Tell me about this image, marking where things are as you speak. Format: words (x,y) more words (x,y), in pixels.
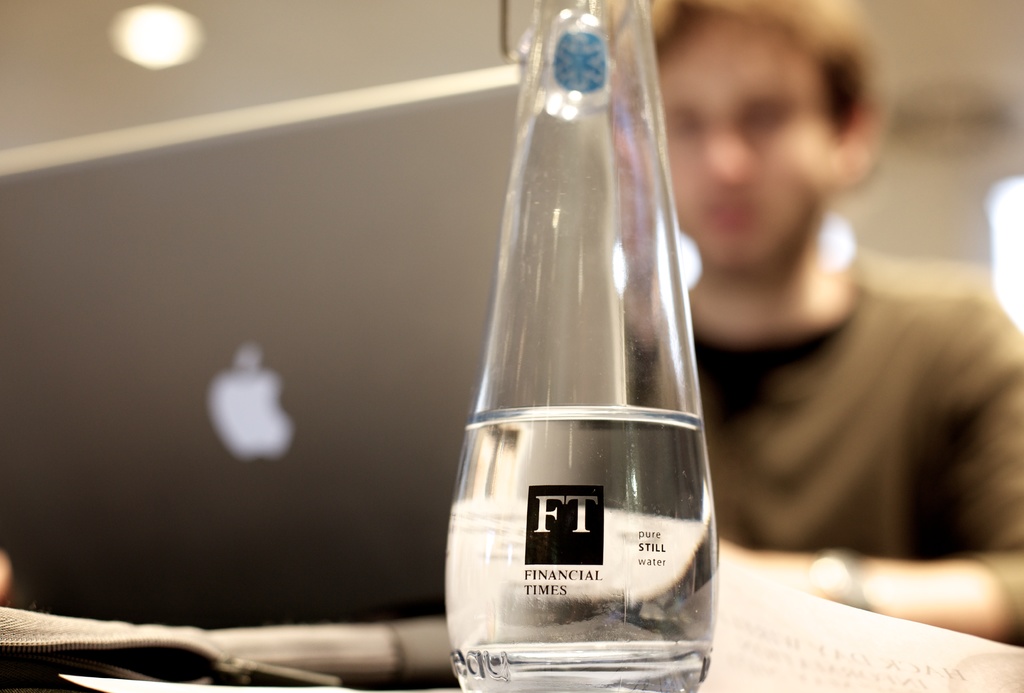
In this image i can see a bottle (516,502) and at the background of the image (451,322) there is a person (879,273) and laptop (436,423).
